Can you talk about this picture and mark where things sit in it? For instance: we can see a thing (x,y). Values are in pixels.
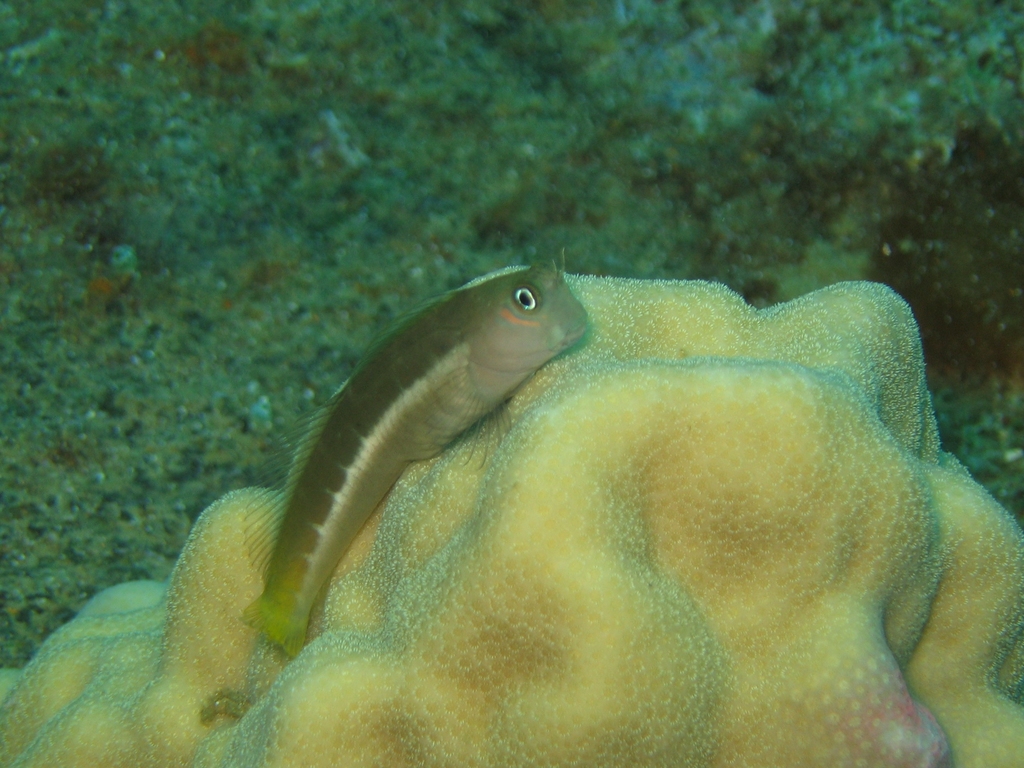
This picture describes about underwater environment (604,192), in this we can find a fish (334,460).
